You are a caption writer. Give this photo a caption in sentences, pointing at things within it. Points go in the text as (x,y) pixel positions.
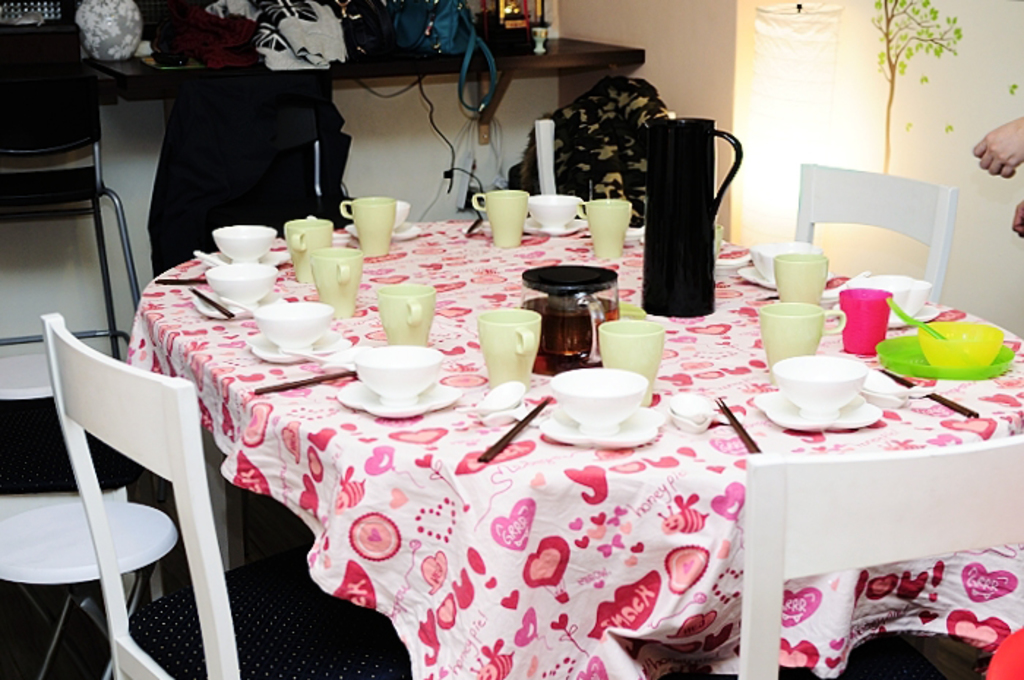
In the image we can see on the dining table (548,393) there are cups (307,263) and saucer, there is a jug (681,277), there is a bowl (953,349) and plate (917,349) and there is a spoon (913,324) kept in a bowl (947,333). Behind on the wall (934,67) there is a painting (925,54) of the tree (937,29), there are hands (995,159) of person (995,159) and on the table (428,63) there are jacket (208,39), purse (436,14) and beside there is a chair (45,188).
